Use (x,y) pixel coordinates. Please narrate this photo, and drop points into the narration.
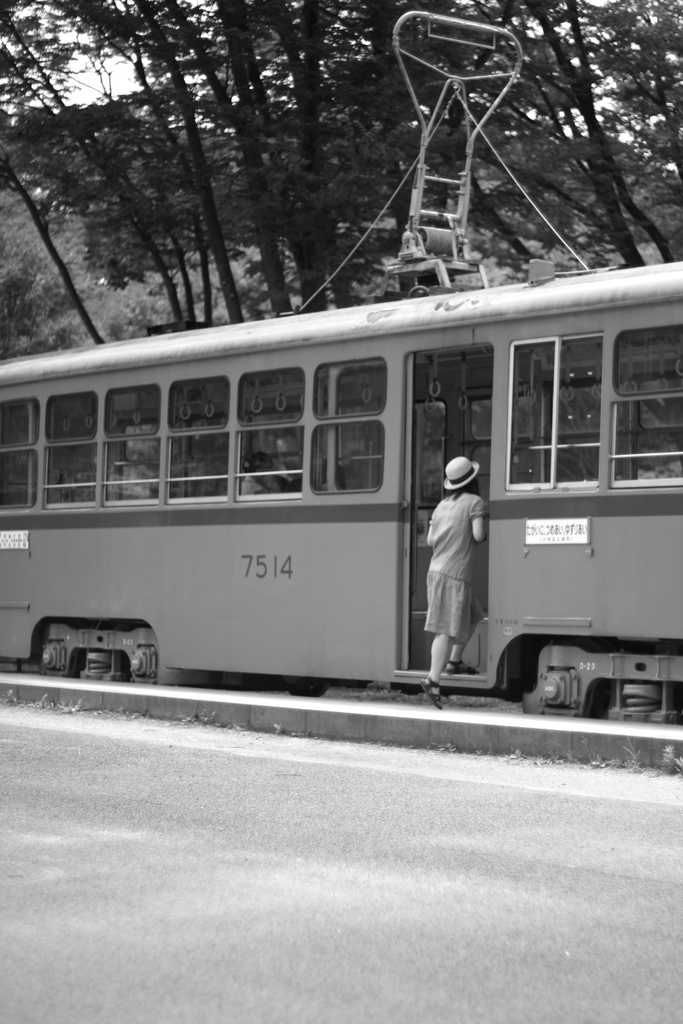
I see this is a black and white image and I see the public transport (249,540) over here and I see a woman (441,564) who is wearing a hat (459,483) and I see the numbers (274,556) over here and I see the path (296,774). In the background (40,88) I see the trees (262,132).
